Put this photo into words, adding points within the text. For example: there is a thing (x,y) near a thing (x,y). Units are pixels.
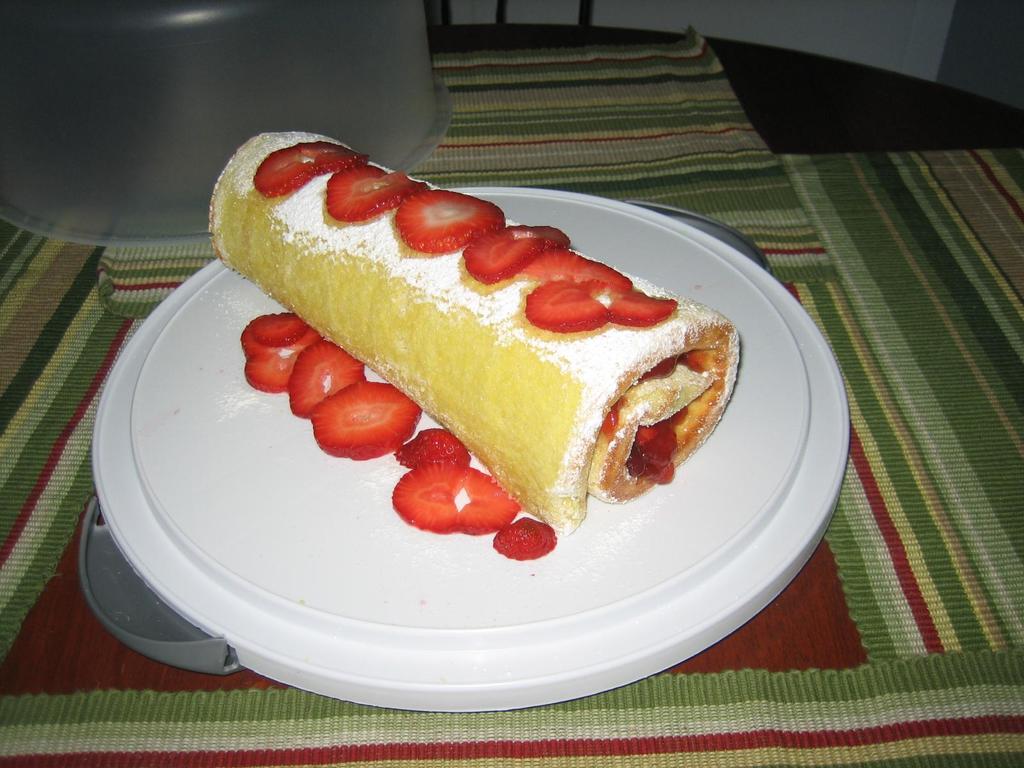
This image consists of food (400,313) which is in the center (440,327). On the top (226,126) there is a vessel (218,81) which is on the table (563,176).
